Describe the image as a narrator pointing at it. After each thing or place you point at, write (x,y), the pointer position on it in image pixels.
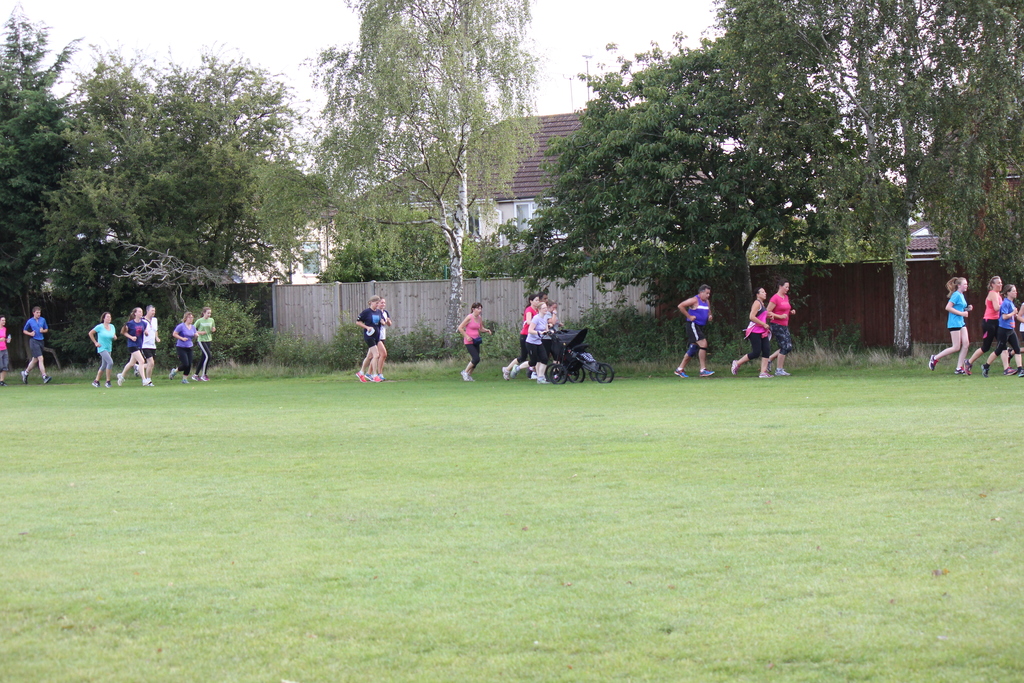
In the foreground of the picture (478,436) we can see grass (461,544). In the middle of the picture (545,331) there are plants (200,303), trees (486,275), wall (417,294), buildings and people (7,364) running through the ground (36,435). At the top (689,14) there is sky (668,34).
